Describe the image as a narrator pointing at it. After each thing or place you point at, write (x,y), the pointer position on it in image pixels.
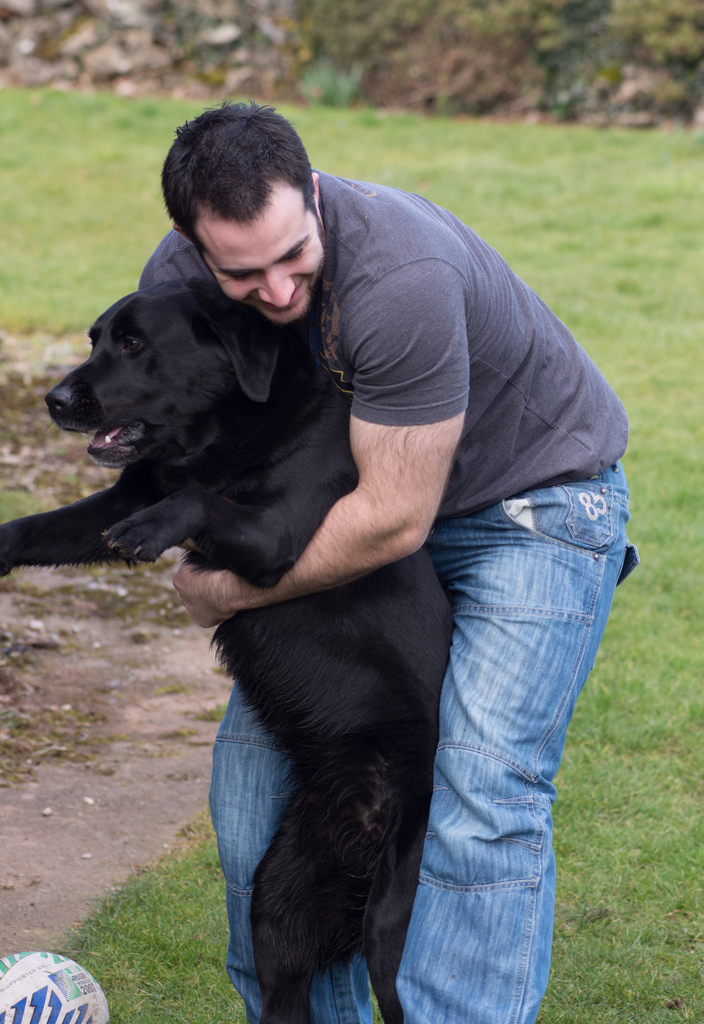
In this image there is a man (500,588) standing on the ground (104,858) and holding the black dog (335,622). On the ground (117,741) there is grass (168,877) and mud (121,722). At the bottom (58,984) there is a ball (41,984).
